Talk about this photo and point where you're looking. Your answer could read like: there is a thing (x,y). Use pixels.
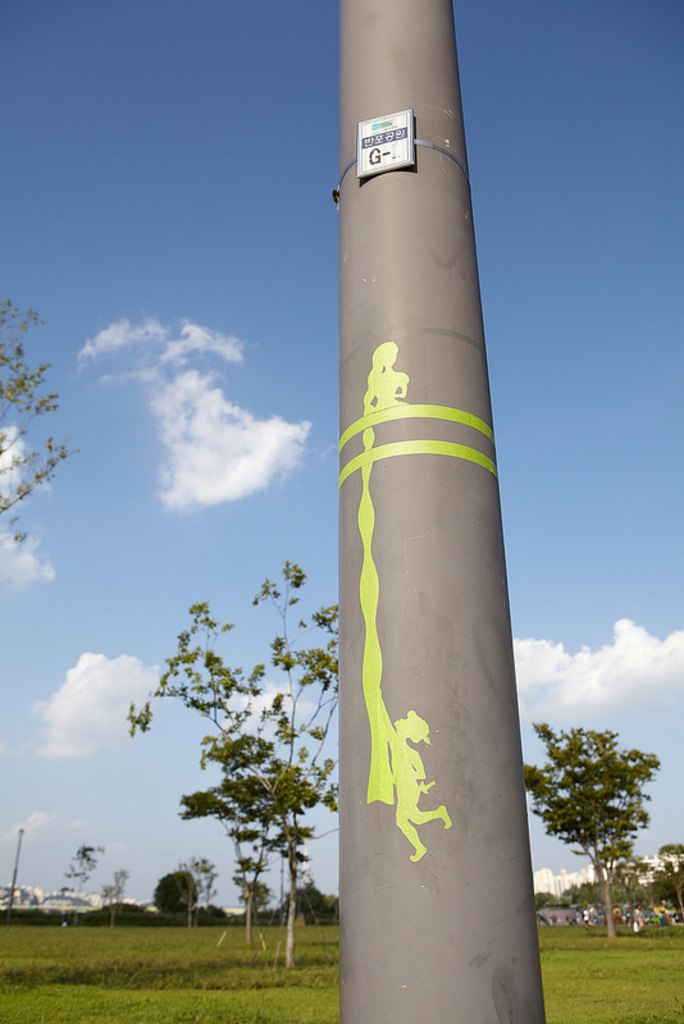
In this image, we can see a pillar (473,576). On the pillar (442,230) we can see some board (391,157), stickers (387,791). Background (8,867) there are so many trees (653,885), plants (657,898), grass (14,1013), buildings (8,899), cloudy sky (639,716) we can see.
